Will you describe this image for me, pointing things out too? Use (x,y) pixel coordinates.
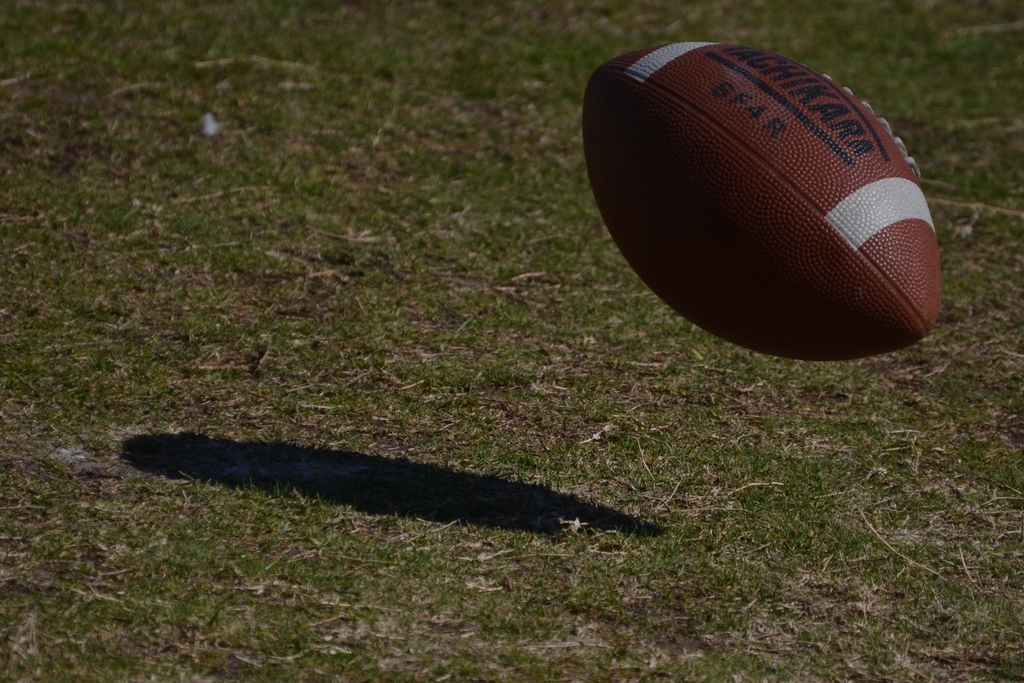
In the image on the upper right (749,221), we can see one ball (810,198), which is in brown and white color. And we can see something written on the ball (767,117). In the background (528,161) we can see the grass (385,144).
